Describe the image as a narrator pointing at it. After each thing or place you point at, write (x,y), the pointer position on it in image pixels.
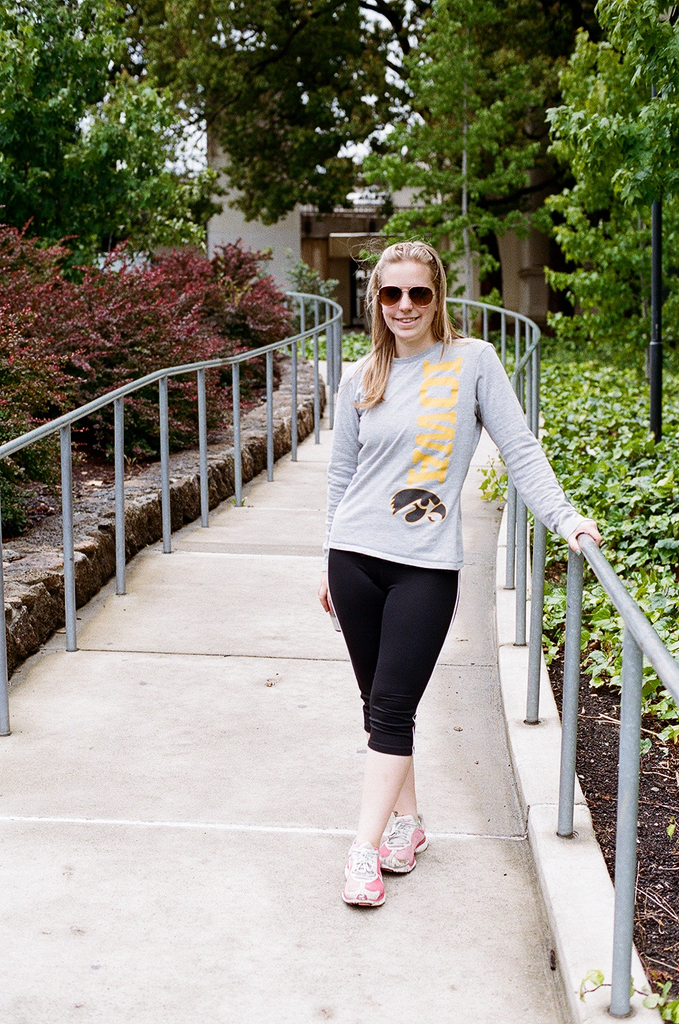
This is the picture of a lady (346,372) who wore spectacles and standing on the floor (340,775) and to the side there is a fencing (536,530) and around there are some trees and plants (205,250).
